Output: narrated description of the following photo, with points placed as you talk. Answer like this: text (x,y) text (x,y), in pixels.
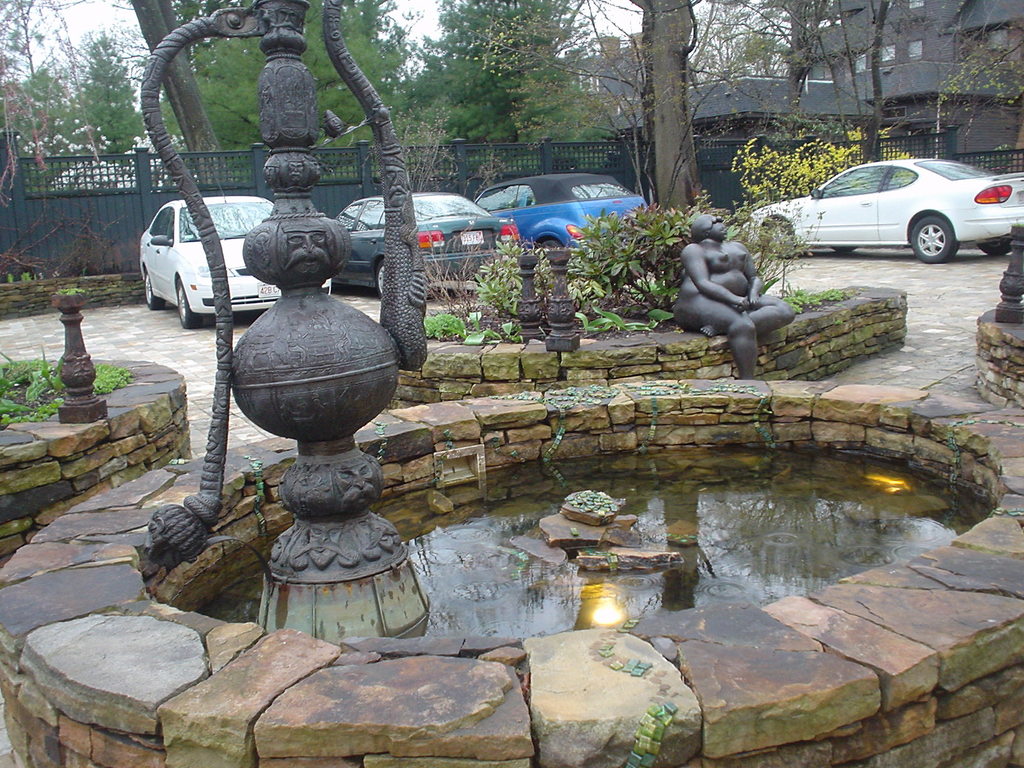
In the image I can see few black color statues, rock walls (959,725), trees (485,87), water (754,513), few vehicles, railing (334,179), building (912,60) and glass windows (922,46). The sky (604,29) is in white color.
